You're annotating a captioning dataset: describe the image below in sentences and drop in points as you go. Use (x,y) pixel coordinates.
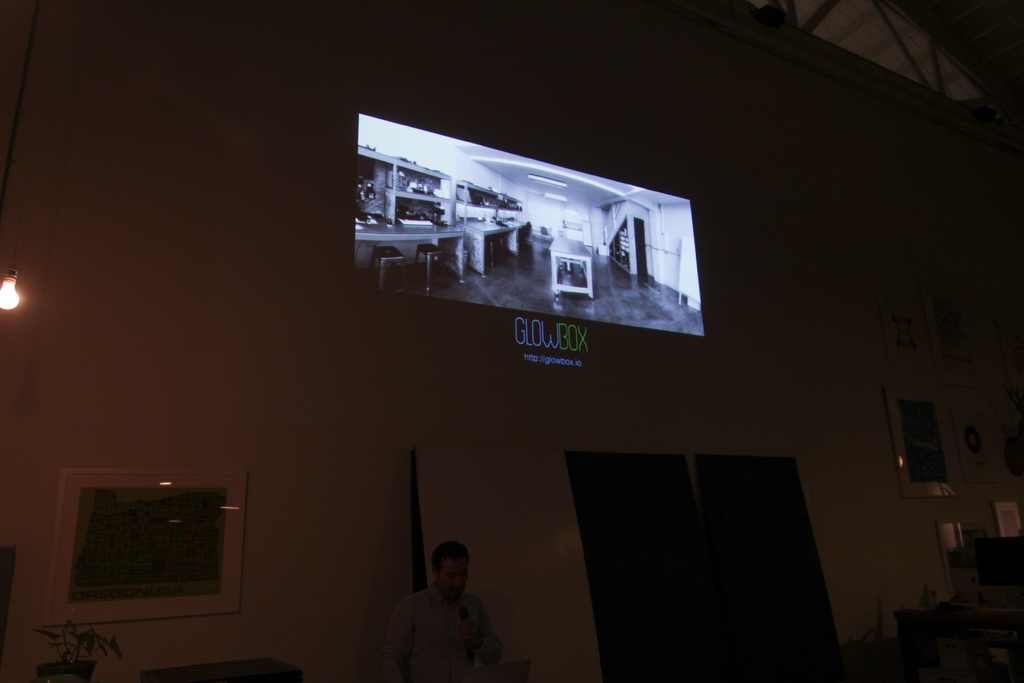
In this image we can see a person (424,618) standing and holding a mic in the hands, wall hangings (135,545) attached to the wall (249,519), houseplants (82,642), electric bulb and a display screen (578,291).
